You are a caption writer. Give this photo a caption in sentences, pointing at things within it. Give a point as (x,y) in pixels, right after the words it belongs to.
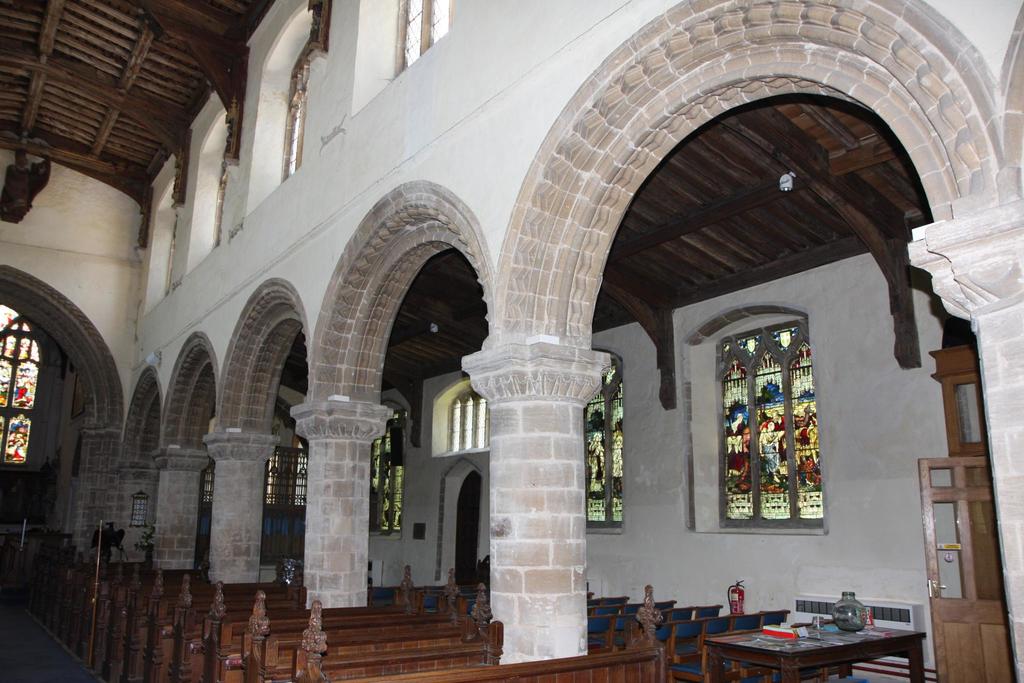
In the foreground (493,638), I can see benches (306,639), chairs (598,644), a table (754,647) on which some objects (840,610) are placed and paintings (743,509) on windows (765,448). In the background (675,462), I can see pillars (378,405), walls (327,284) and a rooftop (142,1). This image taken, maybe in a church (246,593).
